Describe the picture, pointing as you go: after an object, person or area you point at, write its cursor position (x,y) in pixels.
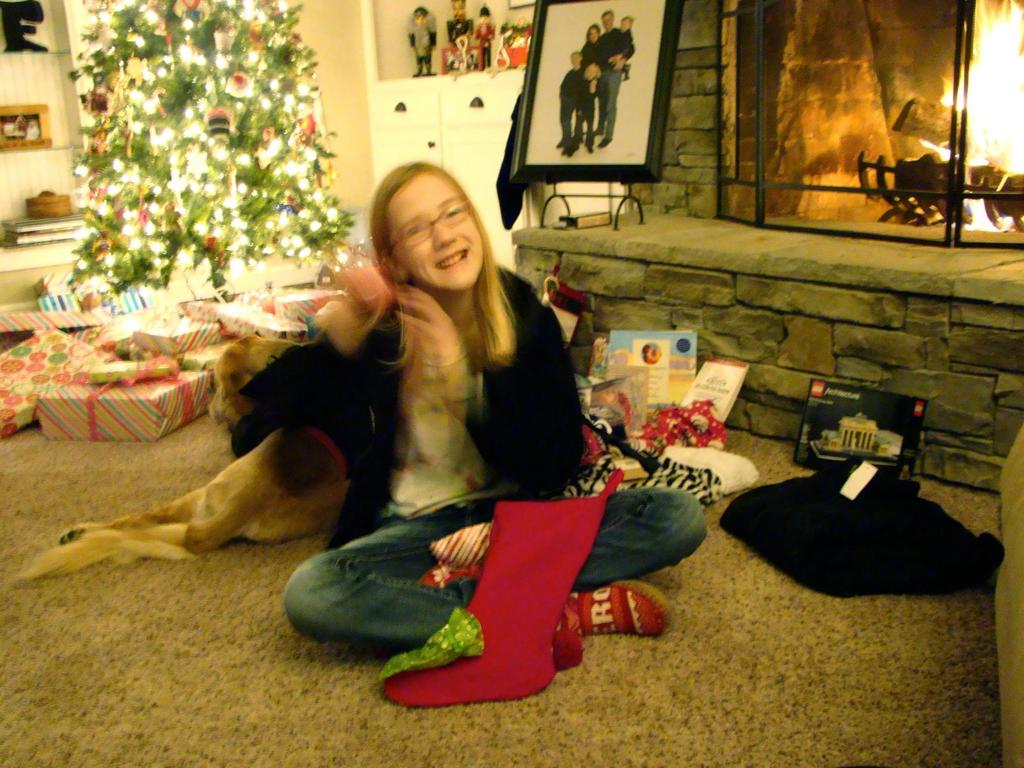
In this Image I see a girl (403,396) who is sitting on the floor (9,556) and she is smiling, I can also see an animal (90,548) beside to her and there are few things (657,349) over here. In the background (127,64) I see the Christmas tree (232,277), presents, fire (982,222) over here, photo frame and few things (47,209) in the racks (63,28).
